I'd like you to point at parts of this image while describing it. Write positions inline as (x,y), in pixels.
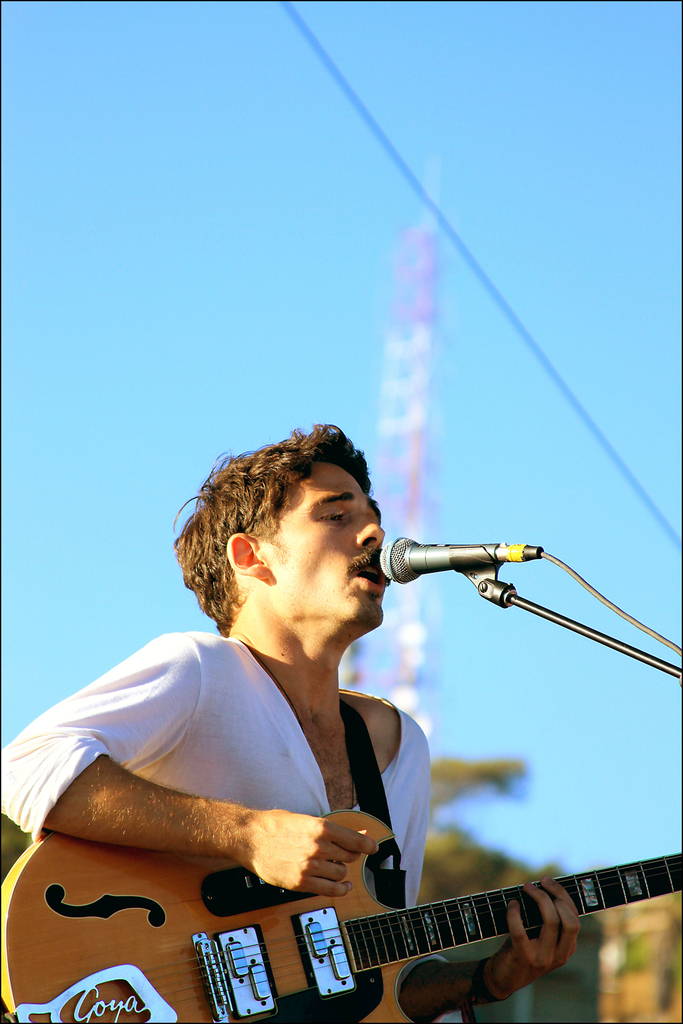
In this image we can see a person (474,966) in the center (350,454). He is playing a guitar (30,933) and singing on a microphone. In the background (245,313) we can see a sky (299,242).
